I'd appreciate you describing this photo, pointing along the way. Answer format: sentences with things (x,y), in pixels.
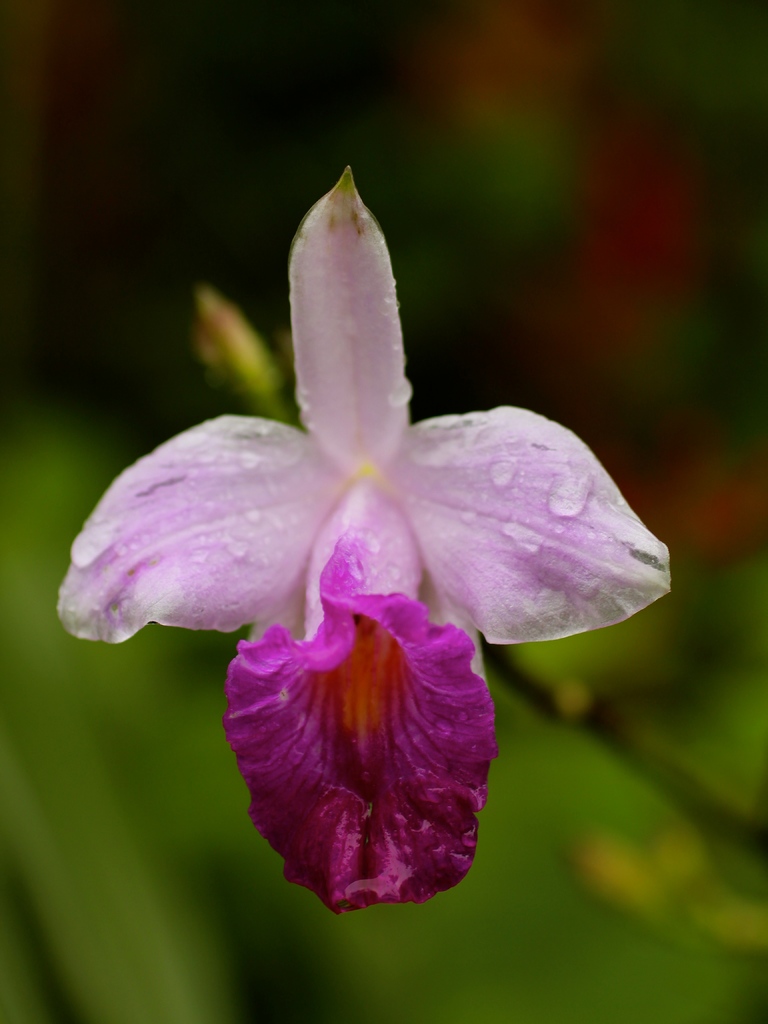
As we can see in the image in the front (294,662) there is a flower (66,586) and the background (750,584) is blurred.
